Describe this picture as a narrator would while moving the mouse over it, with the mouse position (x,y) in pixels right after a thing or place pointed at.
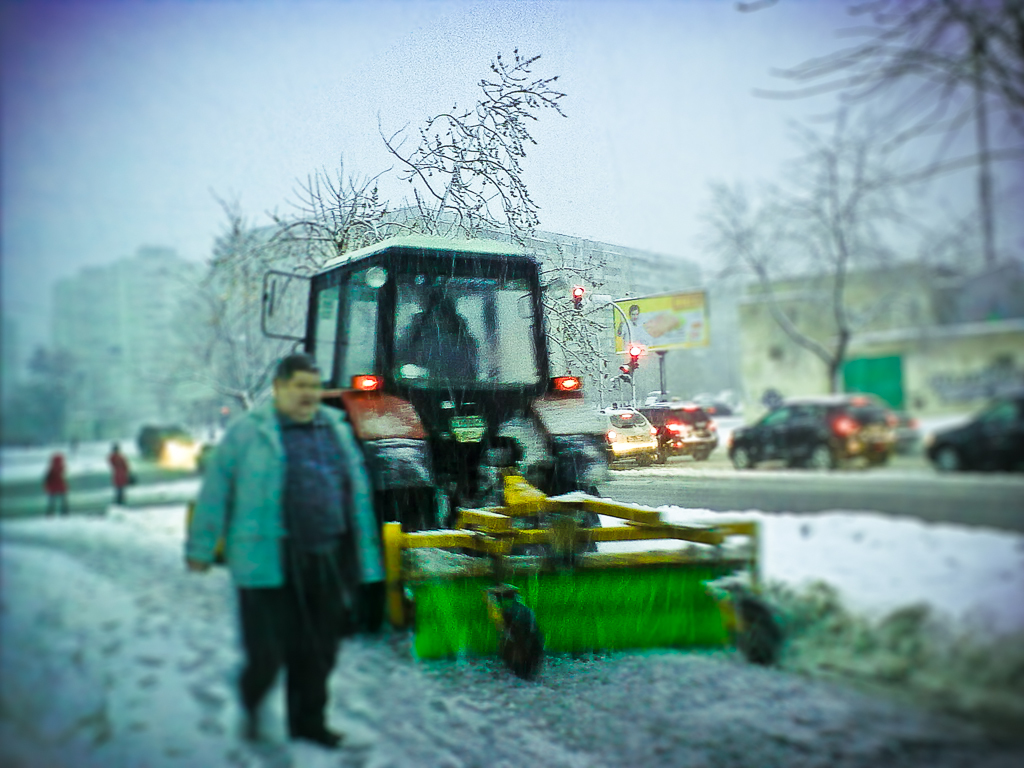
Vehicles (479,504) are on the road (1003,518). Inside this vehicle (466,397) we can see a person (436,322). Beside this vehicle (397,385) one person (323,667) wore jacket (352,473). Background (685,307) we can see buildings (535,248), hoarding (687,320), trees (352,211), signal light poles (632,362) and sky (396,111). Far there are people (65,494).
